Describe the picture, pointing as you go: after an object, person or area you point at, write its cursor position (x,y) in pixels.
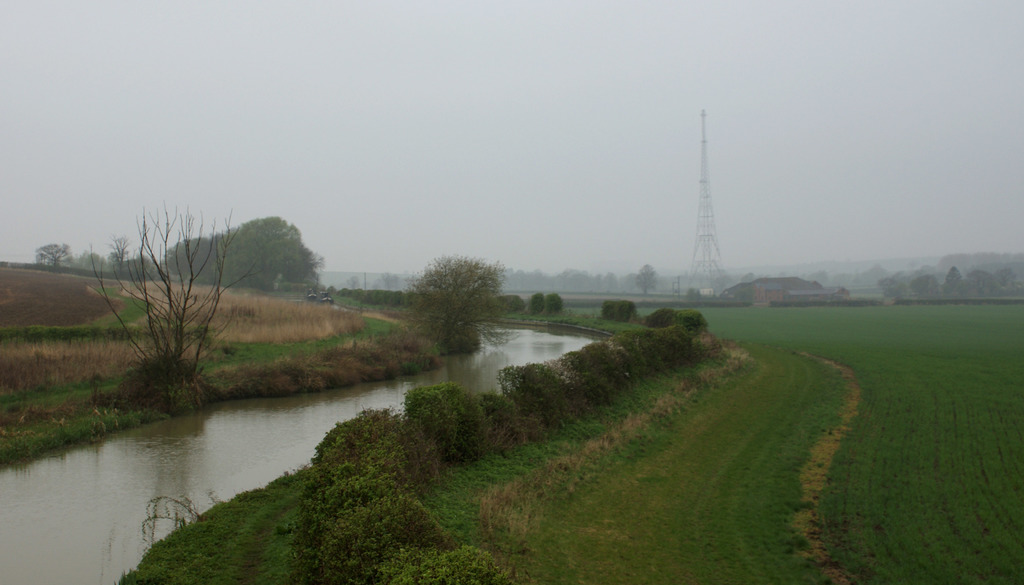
In this image there is a field (875,465), beside the field (878,452) there is a canal (497,372), on the left side (75,370) there is a grassland (125,289), in the background (452,301) there are trees (608,273), tower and a sky (524,152).
